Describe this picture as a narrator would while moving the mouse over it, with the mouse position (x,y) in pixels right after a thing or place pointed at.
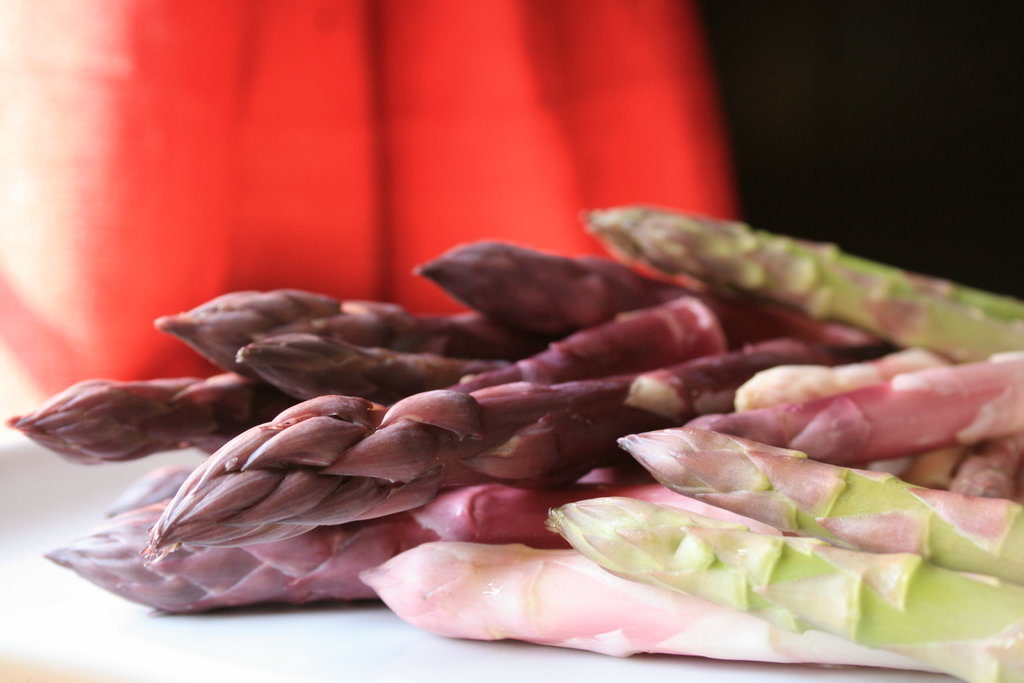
In this image we can see some plants (334,378) are placed here. The background of the image (989,31) is blurred, which is in red color.
